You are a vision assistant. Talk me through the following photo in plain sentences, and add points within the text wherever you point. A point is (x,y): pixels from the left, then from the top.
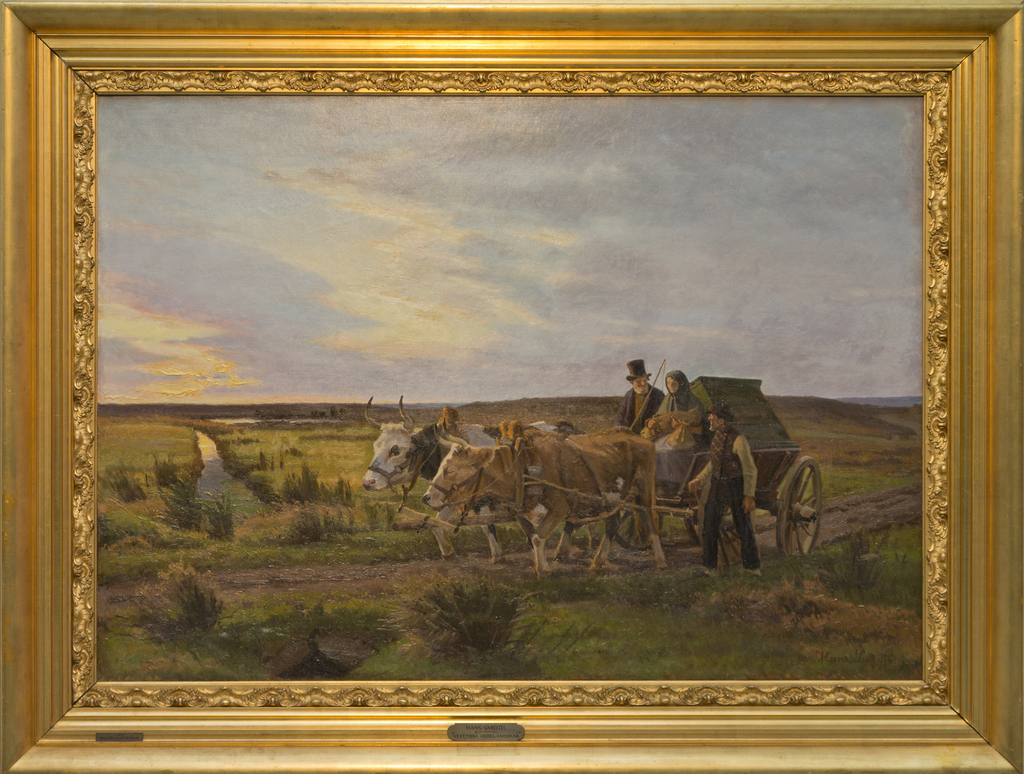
In this picture we can see a wall frame (328,433).
